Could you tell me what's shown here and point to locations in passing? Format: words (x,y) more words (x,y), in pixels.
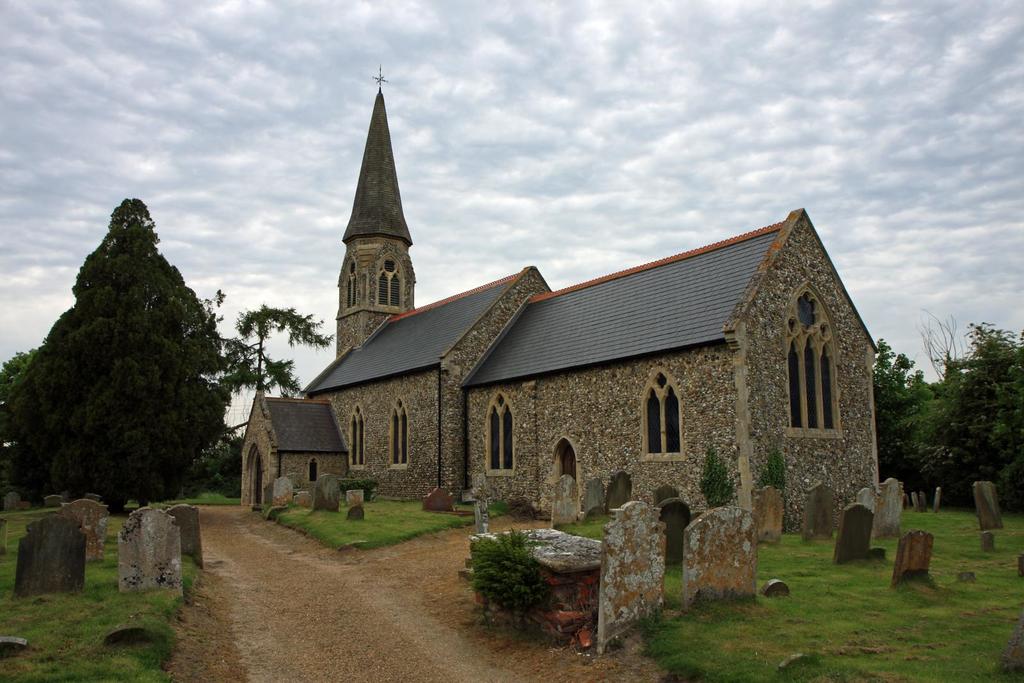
In this image I can see a church (438,357) and in front of church (495,347) I can see grass (894,548) and cemetery (915,565) and bushes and at the top (483,76) I can see the sky (325,123) and on the left side (116,304), on the right side (997,397) I can see trees (152,381).
